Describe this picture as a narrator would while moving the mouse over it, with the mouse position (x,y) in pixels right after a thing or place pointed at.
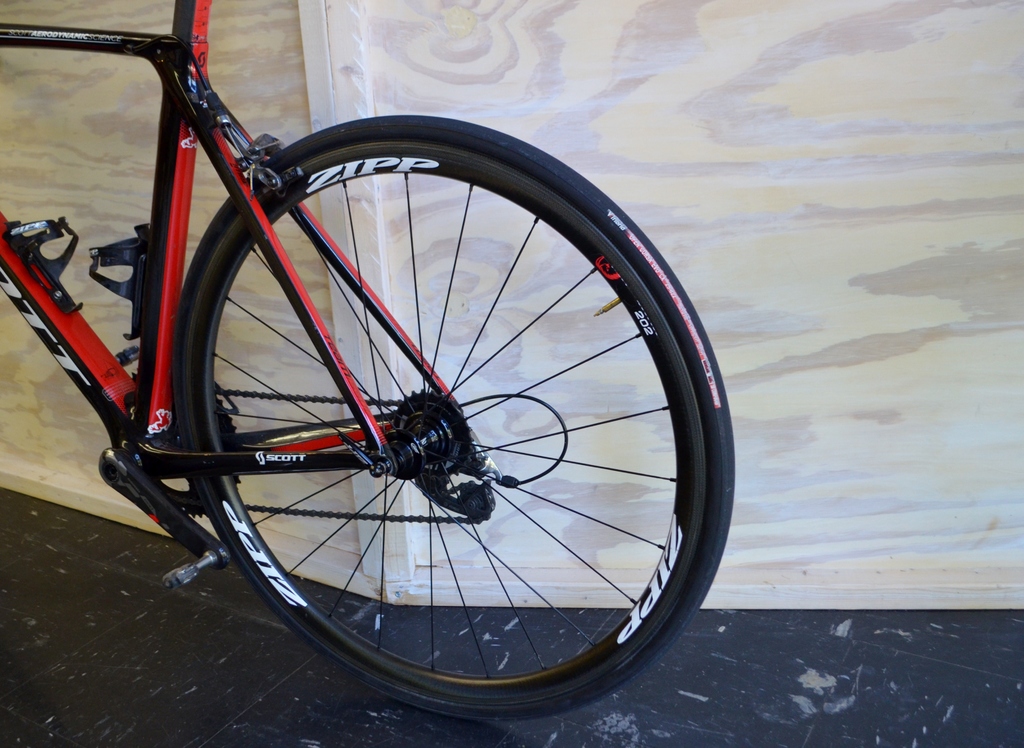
In this image in the front (189,79) there is a bicycle (265,182) with some text (631,628) written on it and in the background (458,76) there is a wooden wall (722,69).
